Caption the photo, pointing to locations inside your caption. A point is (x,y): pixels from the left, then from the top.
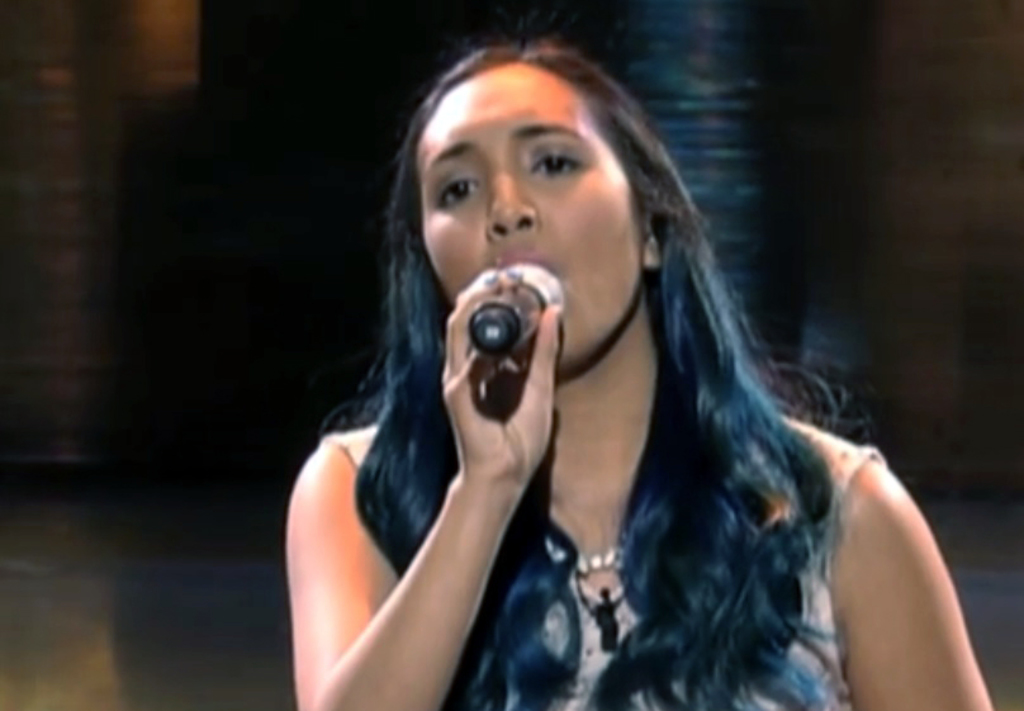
The woman (452,486) holding a mike (516,322) in her right hand (537,358) is singing.
